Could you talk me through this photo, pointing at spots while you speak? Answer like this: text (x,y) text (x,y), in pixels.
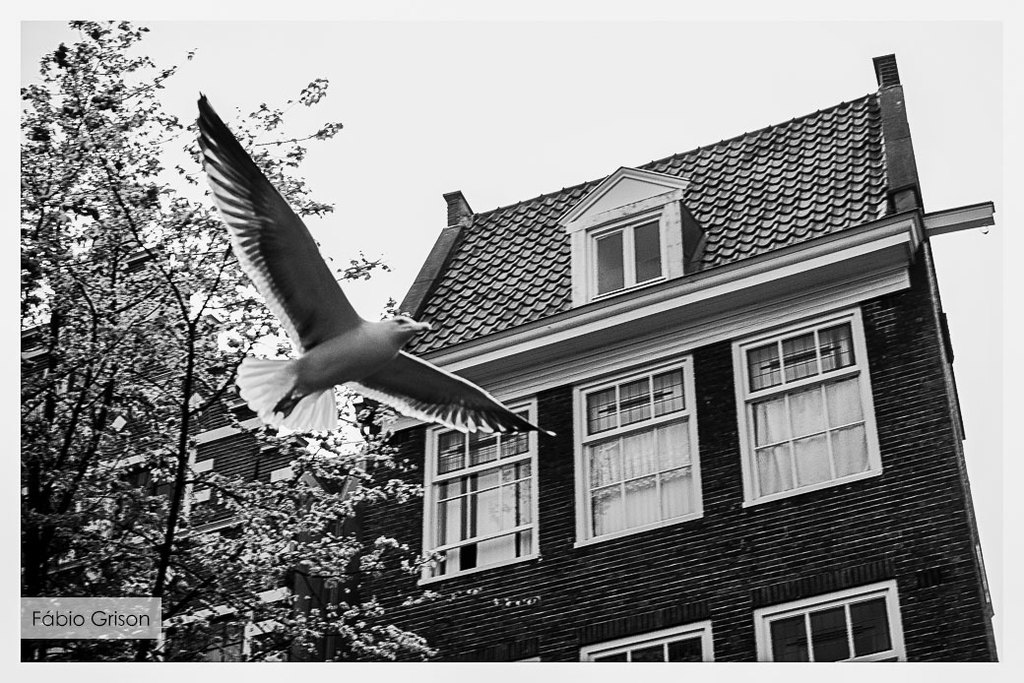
In this picture, there is a bird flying on the right side (880,67) there is a house (958,659) and on the left side (149,652) there is a tree (294,450).
